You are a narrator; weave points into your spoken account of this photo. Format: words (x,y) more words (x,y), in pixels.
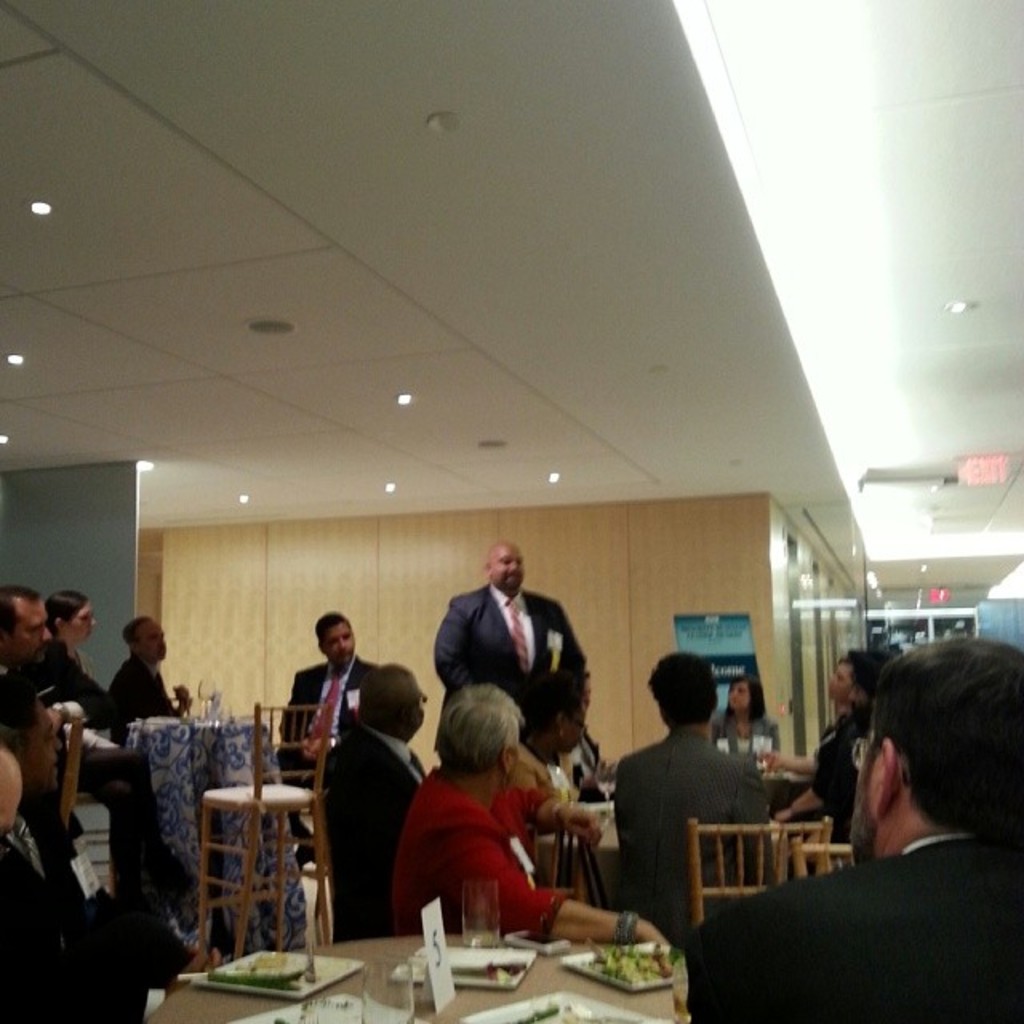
In the image we can see there are people (666,836) who are sitting on chair (208,884) and there is a man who is standing in between everyone.
